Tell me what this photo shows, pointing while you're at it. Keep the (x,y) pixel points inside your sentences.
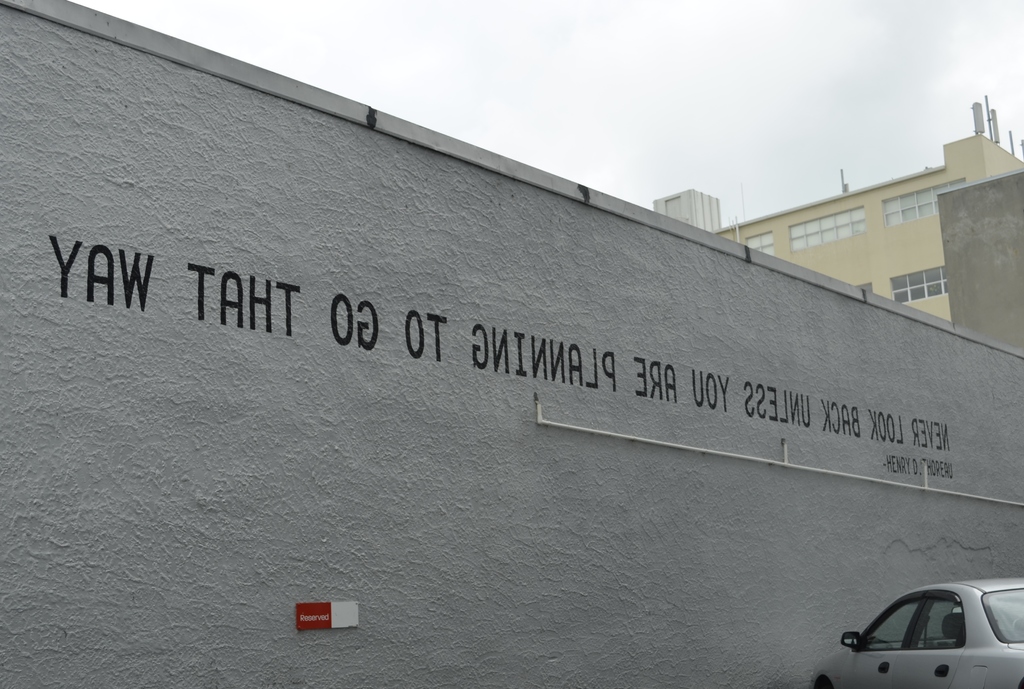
In this image in the center (424,356) there is a wall (676,439) with some text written on it and in front of the wall (812,497) there is a car (923,626). In the background (860,225) there is a building (868,243) and on top of the building (831,212) there are the poles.
